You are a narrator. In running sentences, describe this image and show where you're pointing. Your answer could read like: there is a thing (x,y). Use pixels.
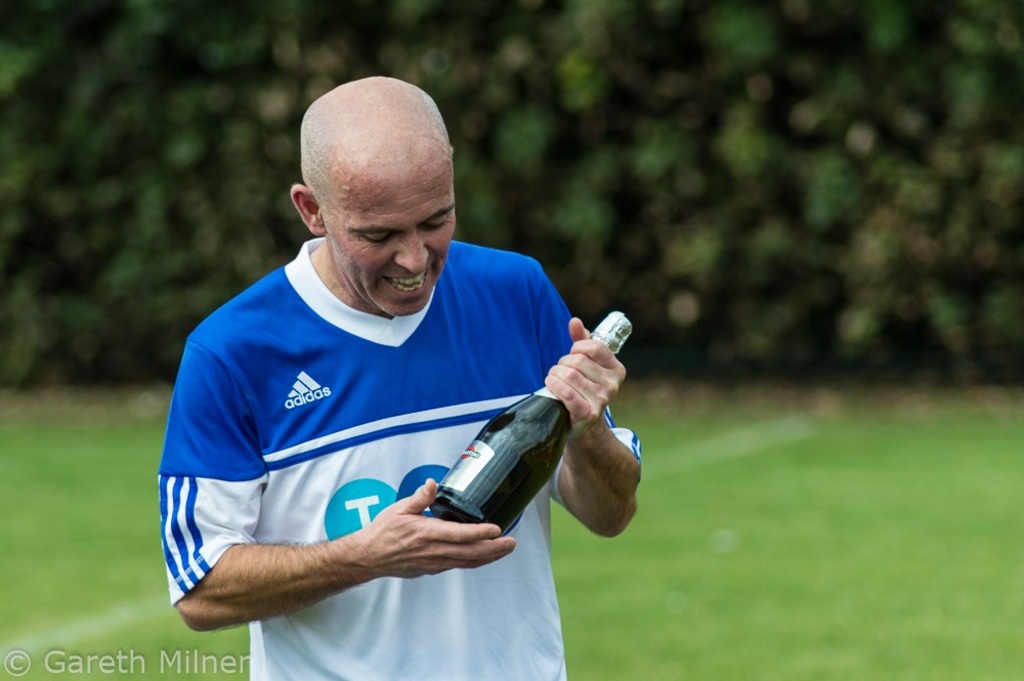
In this picture there is a man (457,285) wearing a blue t shirt (441,333) and holding a bottle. In the background (569,144) there are group of trees (287,136) and grass (862,605).
